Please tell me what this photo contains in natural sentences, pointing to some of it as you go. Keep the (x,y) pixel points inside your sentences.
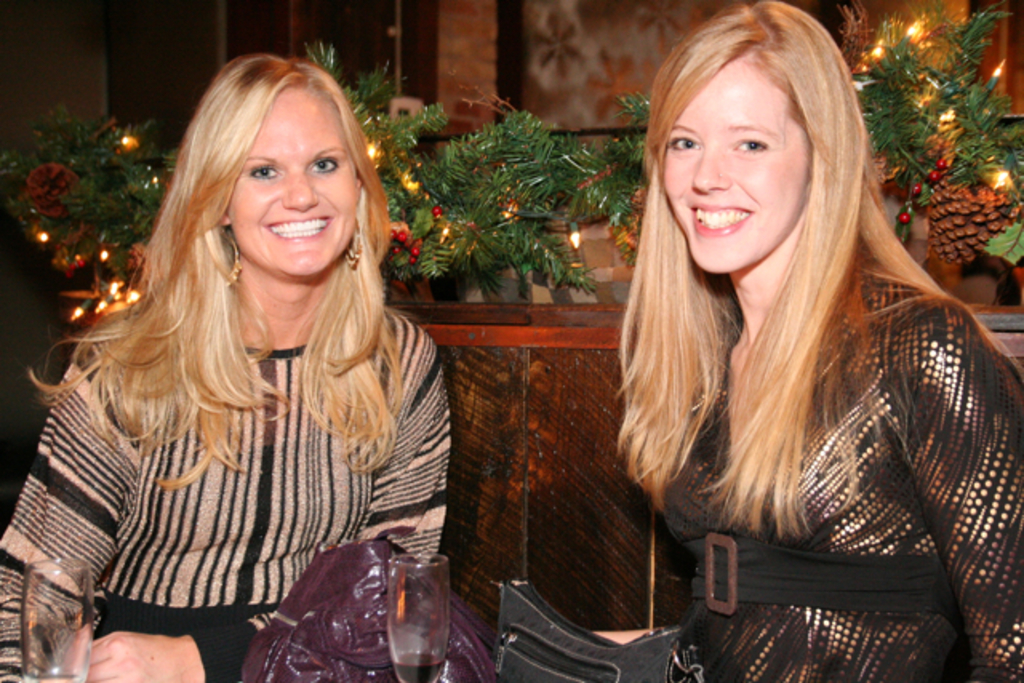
This is the image of a two women (235,426) sitting and posing for a photo and in this image we can see a glass (432,642) and handbags (381,636). In the background (73,194), there are few decorative items (523,156) with lights (948,120).
